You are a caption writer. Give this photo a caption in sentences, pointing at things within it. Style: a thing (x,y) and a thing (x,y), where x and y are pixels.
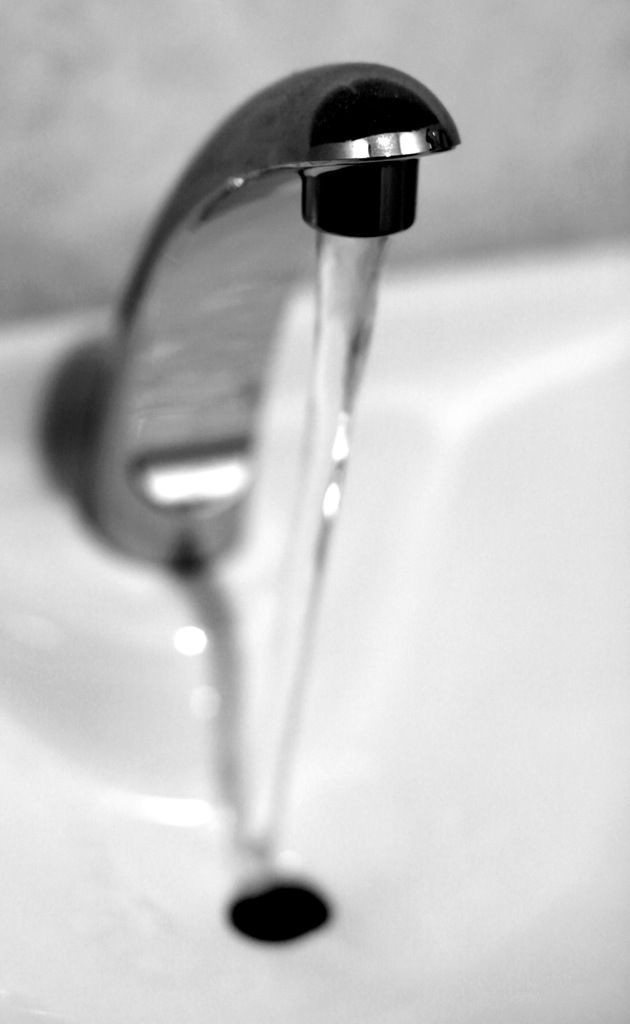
This is a black and white image, in this image there is a tap (271,100) and water (334,259) flowing from the tap (153,523).
